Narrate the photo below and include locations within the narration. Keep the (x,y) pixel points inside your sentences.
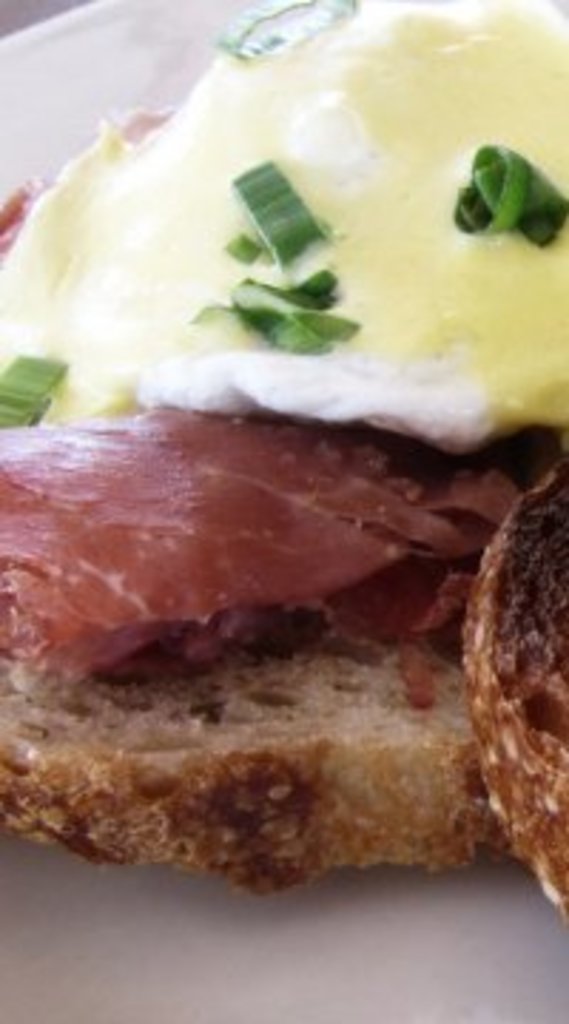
In this image we can see food (290,723) in a plate (259,966).
